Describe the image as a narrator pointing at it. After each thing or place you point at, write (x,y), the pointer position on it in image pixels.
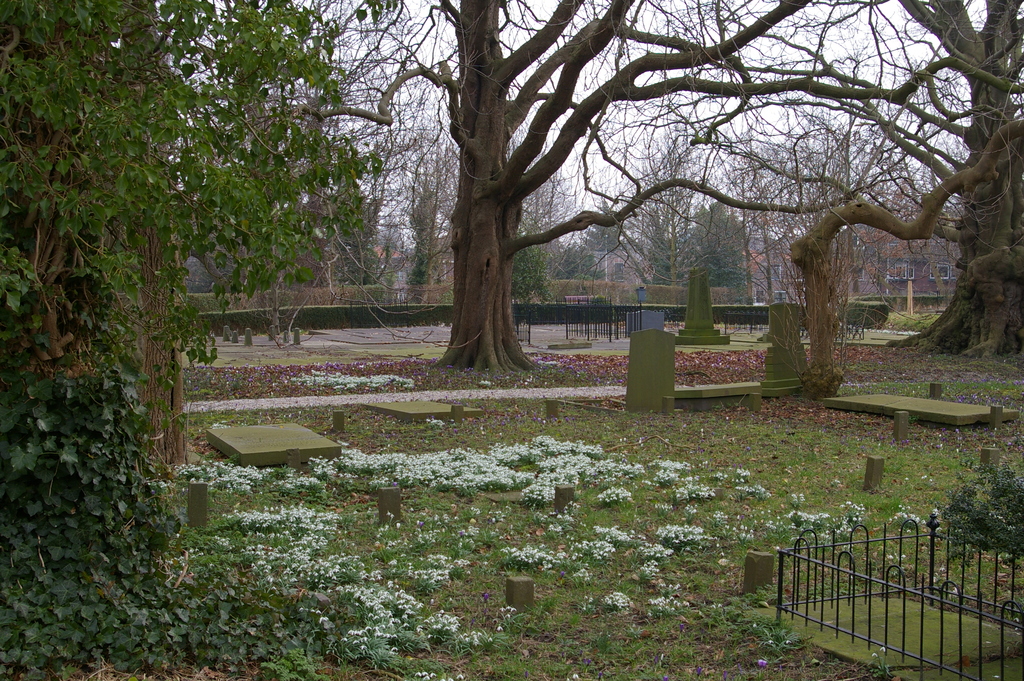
In this image we can see grass (634,493), fence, trees (479,319), memorial stones (688,340), shrubs (732,304), building (927,282) and the sky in the background (763,261).
